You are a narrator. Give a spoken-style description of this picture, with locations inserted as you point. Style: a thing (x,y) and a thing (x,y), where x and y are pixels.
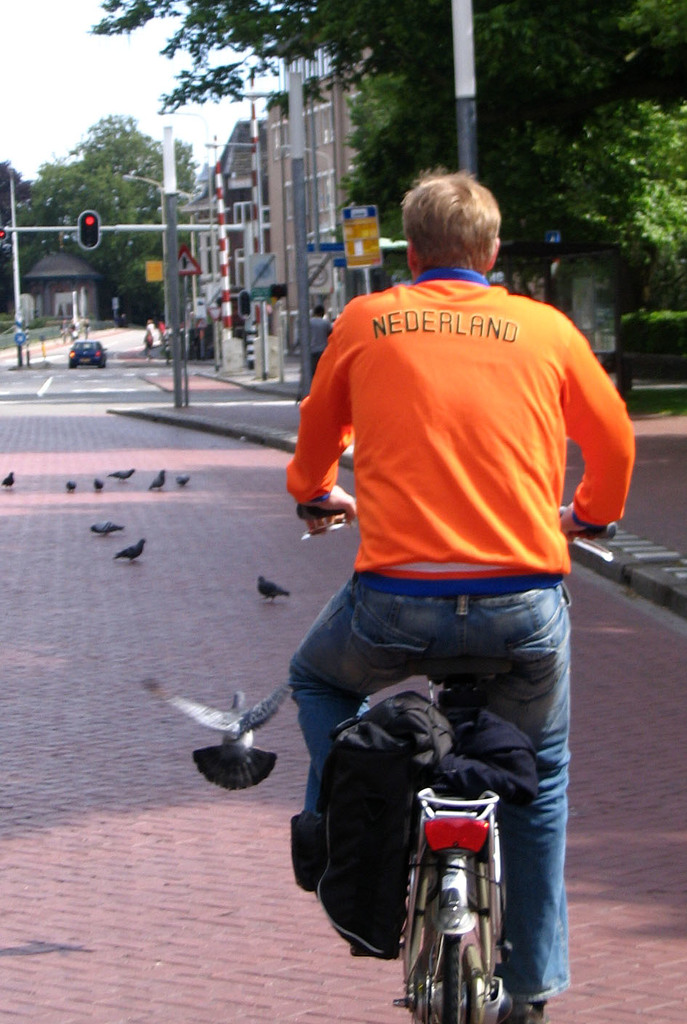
In this image, There is a floor (83,843) which is in pink color, In the right side (470,541) there is a man (402,665) riding a bicycle (463,858), There are some birds (213,757) on the floor (80,511) which are in black color, In the right side (610,198) there are some trees (564,138) in green color and there is a signal light (88,212) in red color and there is a pole (177,244) in white color.
